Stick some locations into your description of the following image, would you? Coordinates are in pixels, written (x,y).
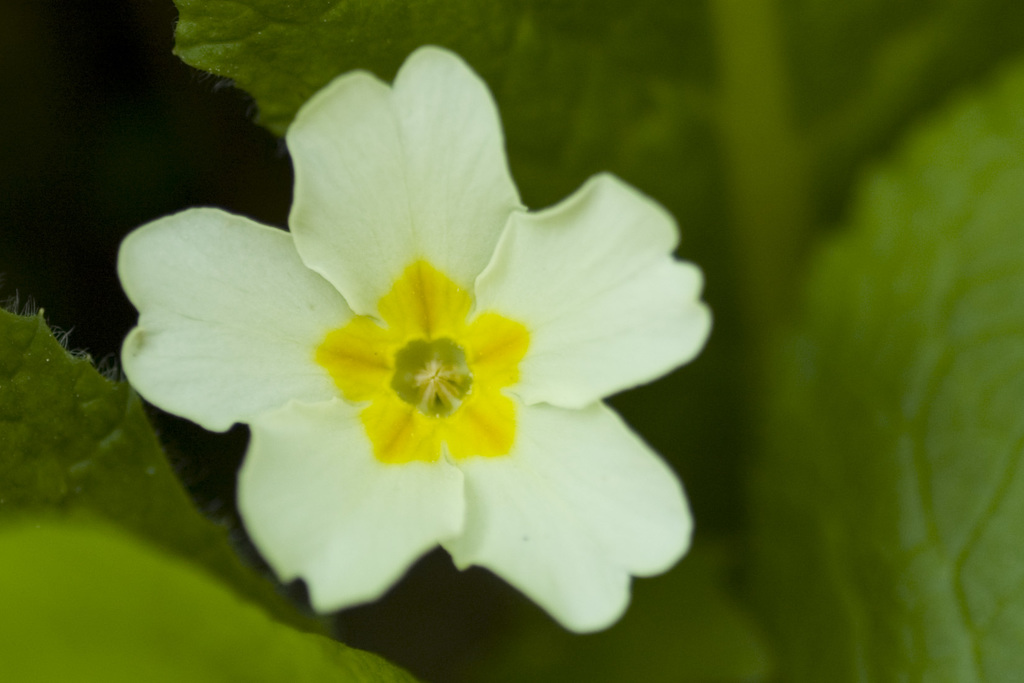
In the image we can see a flower (440,265), white and yellow in color and these are the leaves (30,406).
